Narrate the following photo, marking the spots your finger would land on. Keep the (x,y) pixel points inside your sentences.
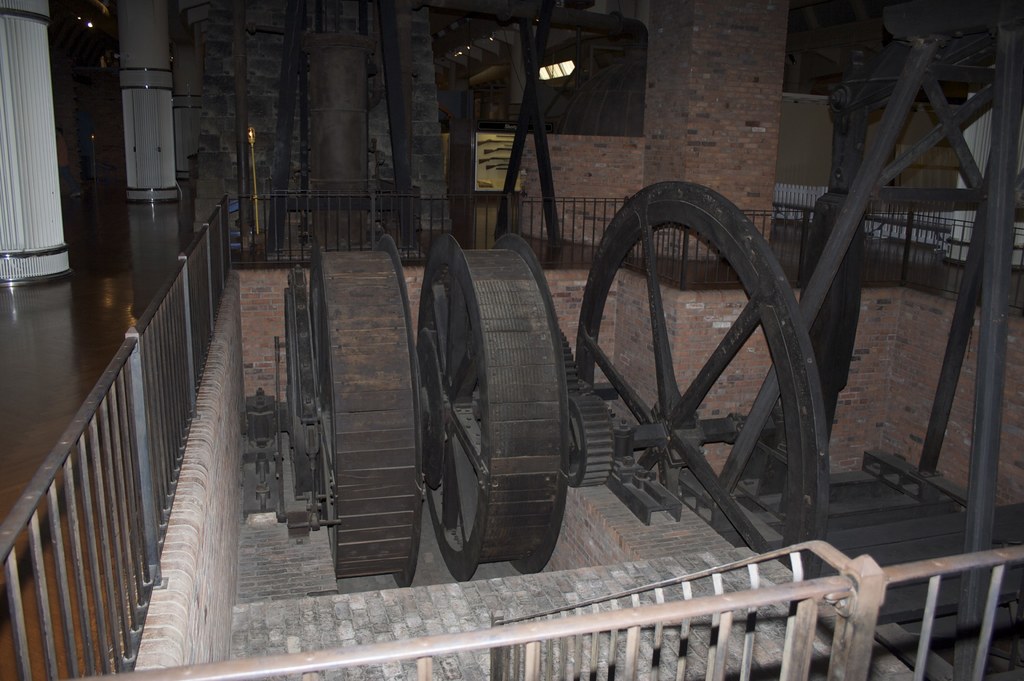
This picture seems to be clicked inside the house (266,39). In the center (677,420) we can see the metal objects (437,399) seems to be the turbines (367,317) and we can see the railings (159,309) and the metal rods (892,137). In the background (242,151) we can see the pillars (150,137), lights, metal rods (523,41) and some other objects (563,22).
